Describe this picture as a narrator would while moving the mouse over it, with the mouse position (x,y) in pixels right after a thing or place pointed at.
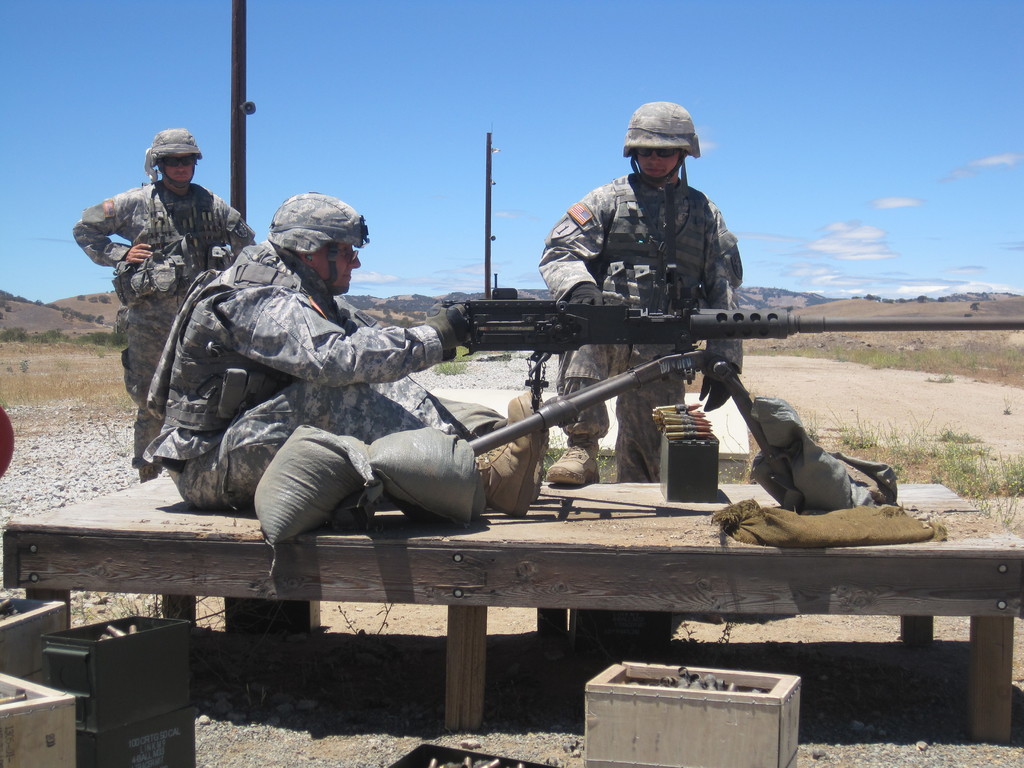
In this image we can see men (321,299) standing and sitting on the ground (111,486) and one of them is holding a rifle (573,327) in the hands (458,335). In the background (444,372) we can see bullets (657,416), cartons (80,655), grass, hills (884,313) and sky (630,170) with clouds (834,221).
